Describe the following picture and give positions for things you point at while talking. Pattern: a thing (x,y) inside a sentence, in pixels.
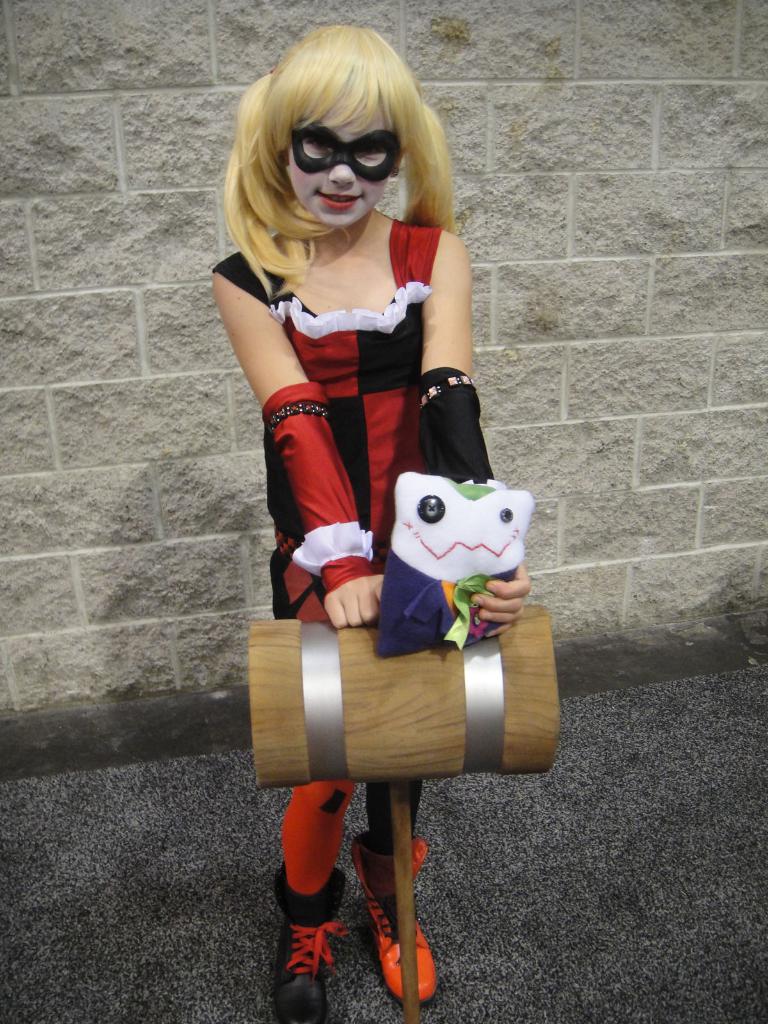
Here in this picture we can see a child (428,310) in a comic cosplay (369,381) present on the ground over there and she is holding a toy (456,608) and a wooden hammer (446,683) with her and she is also wearing a mask (343,152) on her.
